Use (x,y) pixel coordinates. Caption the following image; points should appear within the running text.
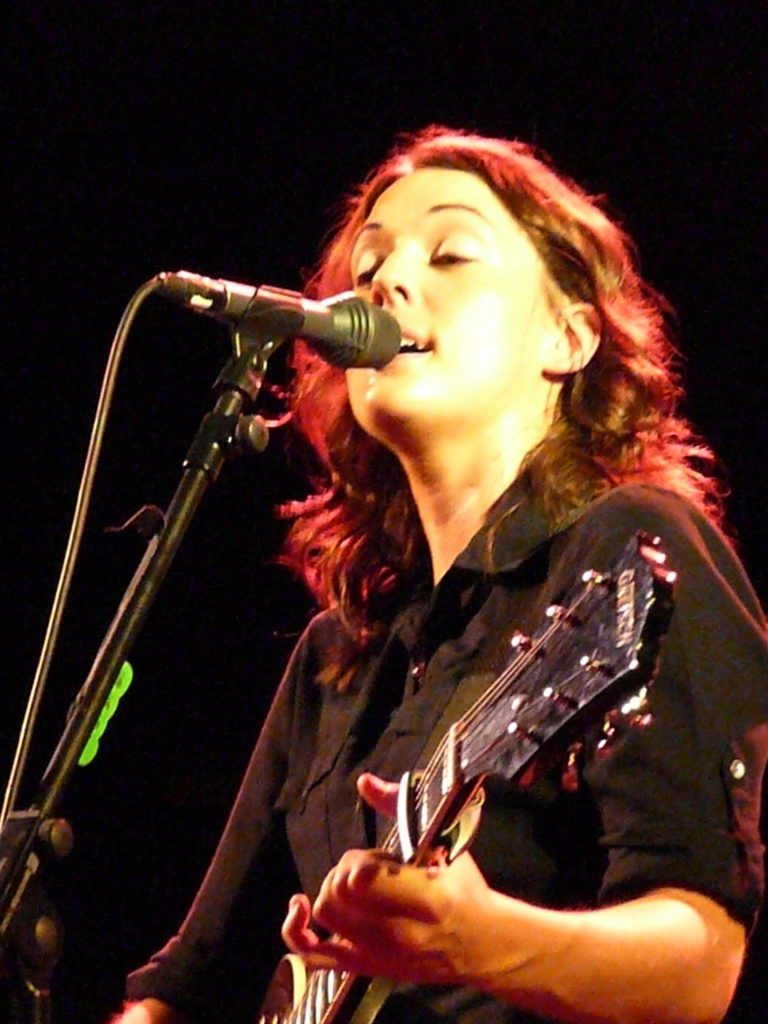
In the center (440,491) we can see one person (465,580) standing and holding guitar (561,682). In front there is a microphone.
